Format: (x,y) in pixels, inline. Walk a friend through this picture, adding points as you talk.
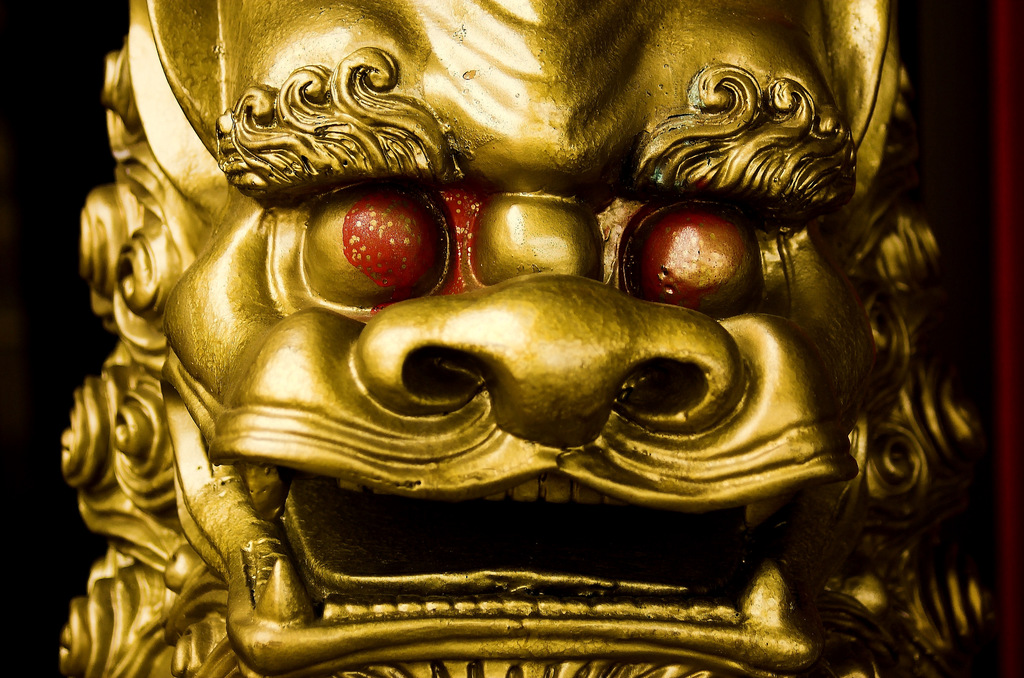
In this image I can see a golden colour sculpture (491,355). I can also see two red colour spots (379,264) in its eyes (404,253).
